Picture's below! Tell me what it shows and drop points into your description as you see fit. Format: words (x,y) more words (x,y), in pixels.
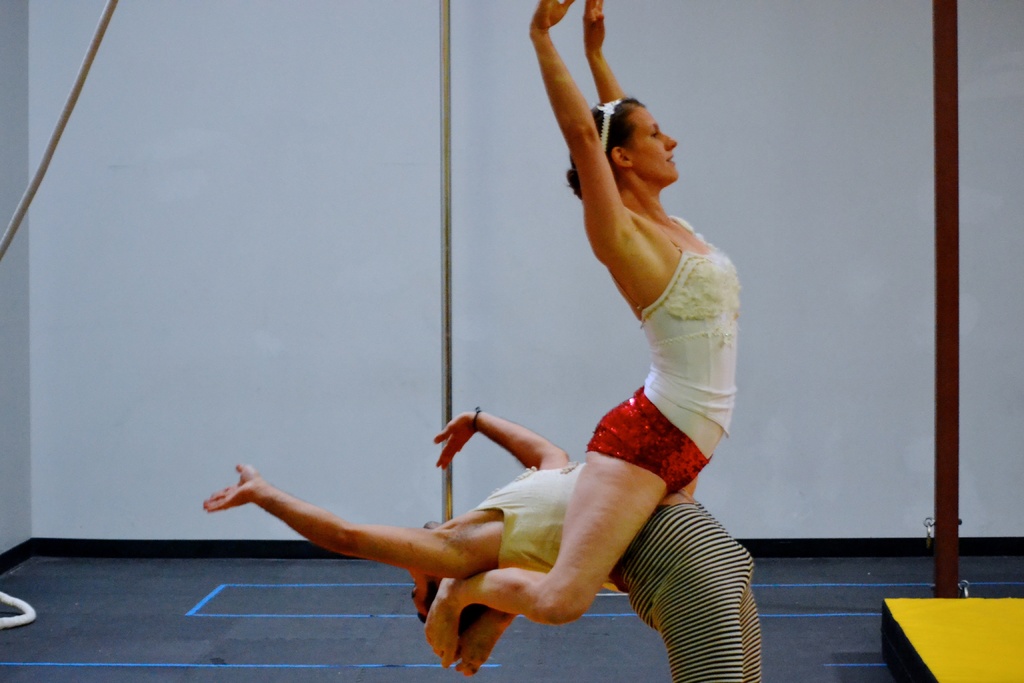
In this picture we can see two persons (660,443) they are performing acrobatics, in the background (401,293) we can see few metal rods (444,333) and a wall (298,201).
